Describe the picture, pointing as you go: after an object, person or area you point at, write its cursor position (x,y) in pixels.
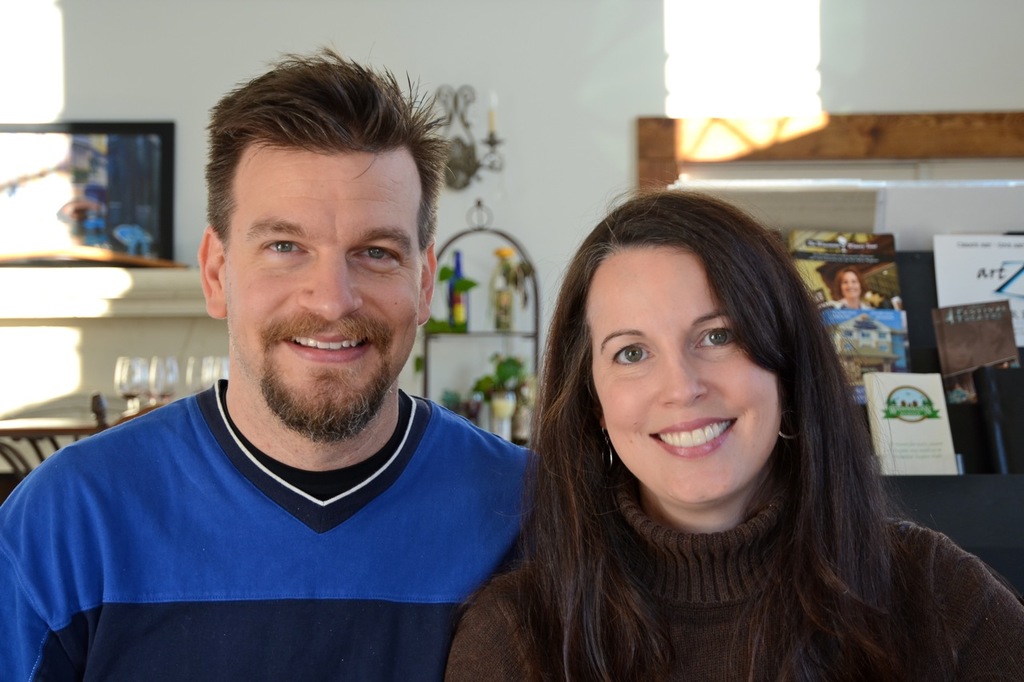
In this picture there is a man (354,486) who is wearing blue t-shirt (300,562), beside him there is a woman (811,610) who is wearing sweater (746,555) and earrings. Both of them are smiling. At the back (498,409) we can see wine bottles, plants (490,399), books (954,248) and other objects (896,277) on the table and racks (922,328). On the left (51,142) there is a painting (73,151) on the wall (91,96).
